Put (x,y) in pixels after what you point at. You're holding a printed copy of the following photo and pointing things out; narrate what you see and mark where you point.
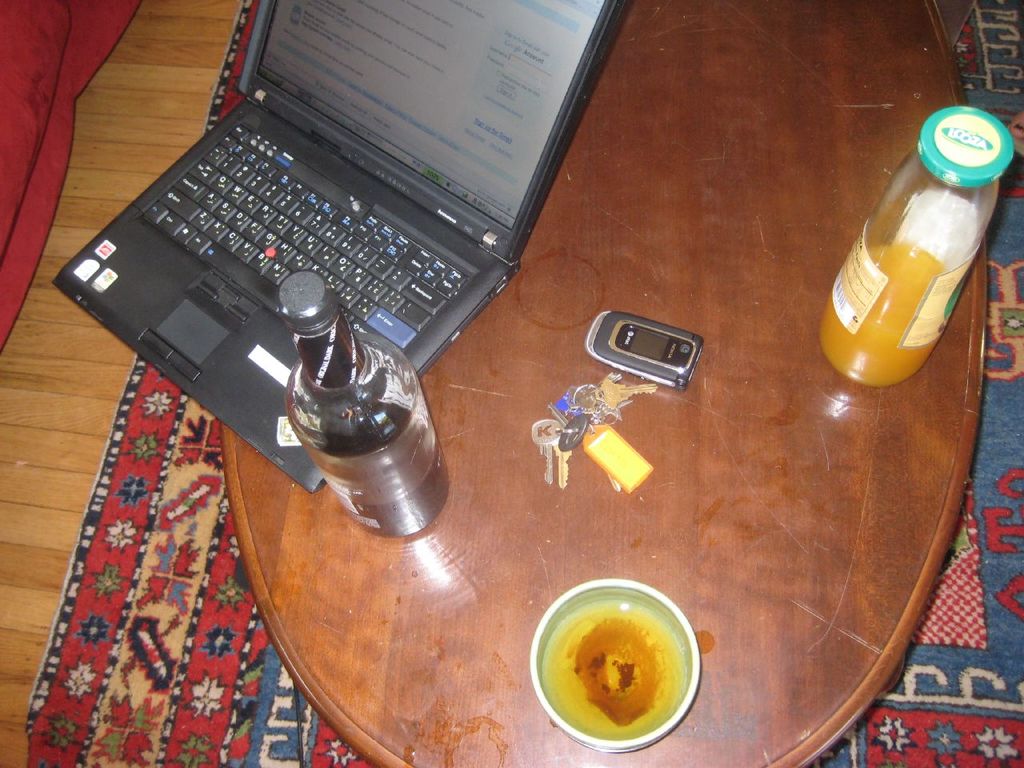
In the image we can see a wooden surface (154,86), carpet (158,582), table (296,606) and on the table (425,587) there is a laptop (231,232), bottles (829,350), gadget (646,351), keys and a bowl (542,691).
